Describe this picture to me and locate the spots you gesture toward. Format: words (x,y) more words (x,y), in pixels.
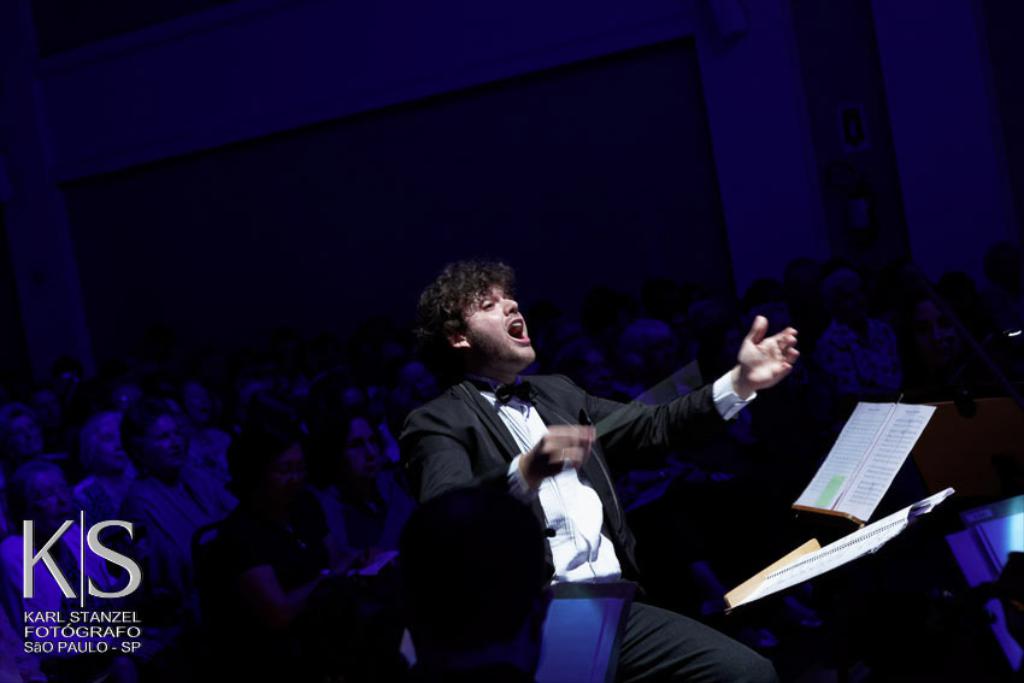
This image consists of a man (614,546) singing. In the front (533,449), we can see a man (519,447) singing. In front of him, we can see the books (856,471). On the left (56,456), there are few people (126,457) sitting. The background (19,384) is too dark.
